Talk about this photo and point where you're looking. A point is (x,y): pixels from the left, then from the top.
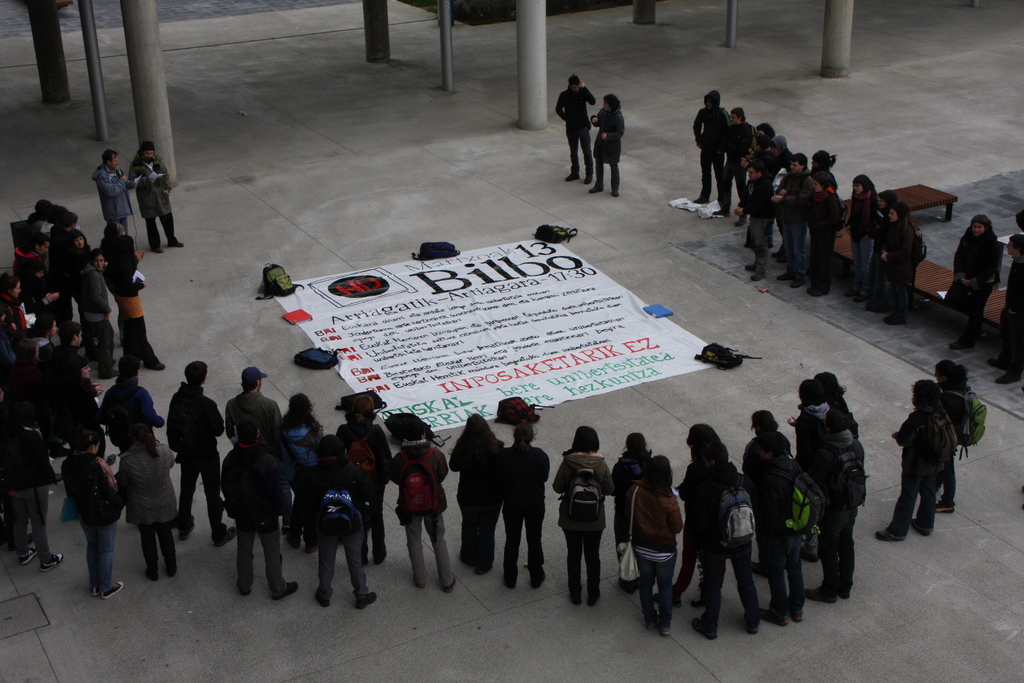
In this image we can see these people (130,323) are standing here. Here we can see a banner (554,343) on the floor (616,410) and we can see backpacks (327,360) are kept here. In the background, we can see the pillars (97,72).
